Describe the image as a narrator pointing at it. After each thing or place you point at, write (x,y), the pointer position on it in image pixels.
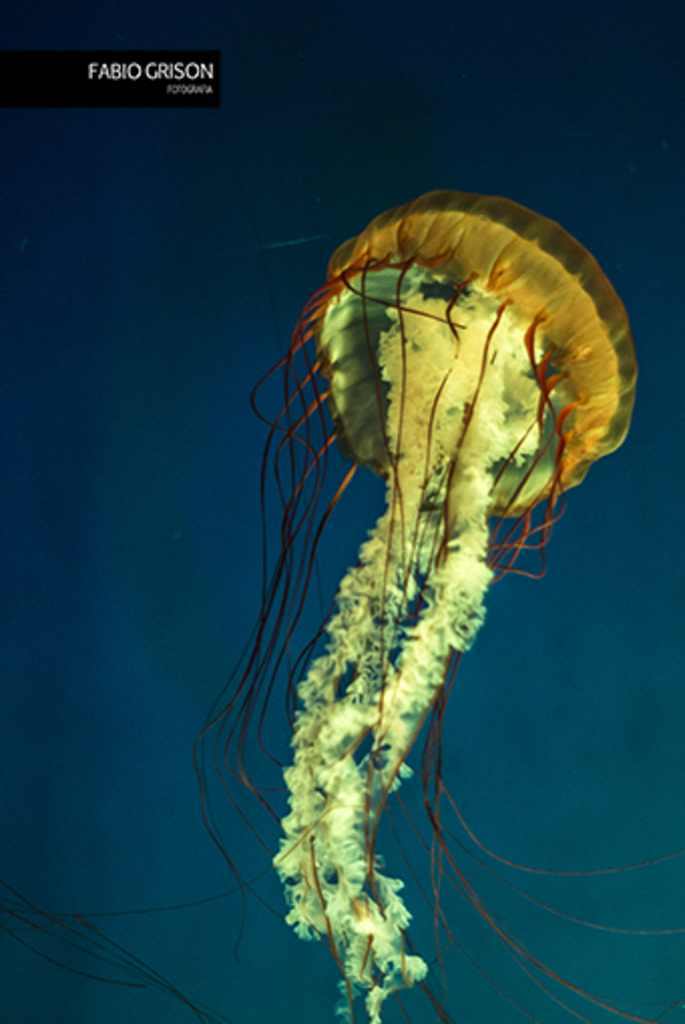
In the image we can see water (638,426), in the water (553,206) we can see a jellyfish (447,267).
